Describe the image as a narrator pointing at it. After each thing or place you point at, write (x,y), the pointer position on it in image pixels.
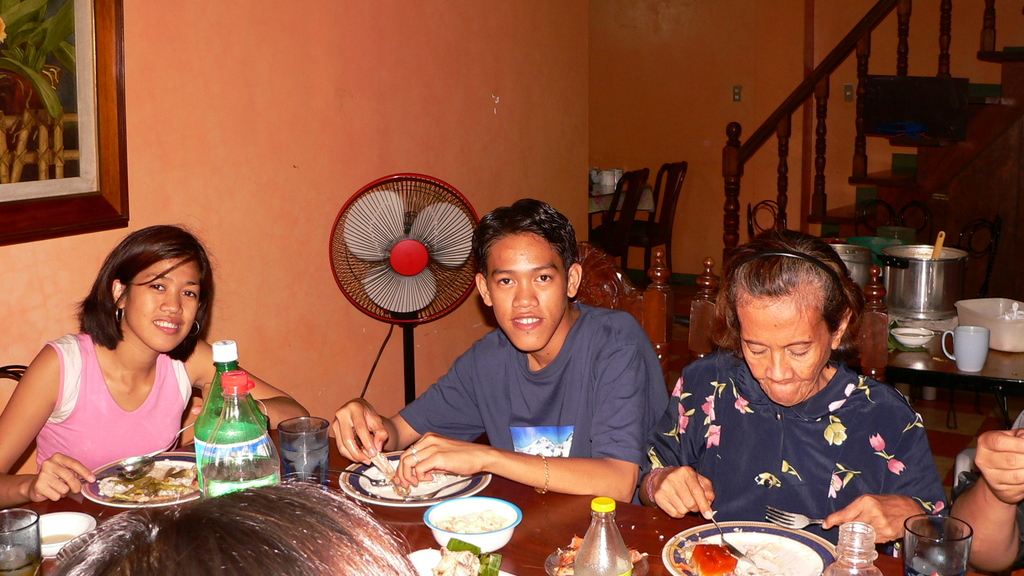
In this picture we can see a wall (230,119) and a photo frame (50,114) on it, and here is the table fan (376,219) and a group of members (546,318) sitting on a dining table (649,574) and eating, and here is the woman (136,389) sitting on a chair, and at the opposite there is a table (938,371) and a cup (976,335) on it, and opposite there is a stair case (848,198).
